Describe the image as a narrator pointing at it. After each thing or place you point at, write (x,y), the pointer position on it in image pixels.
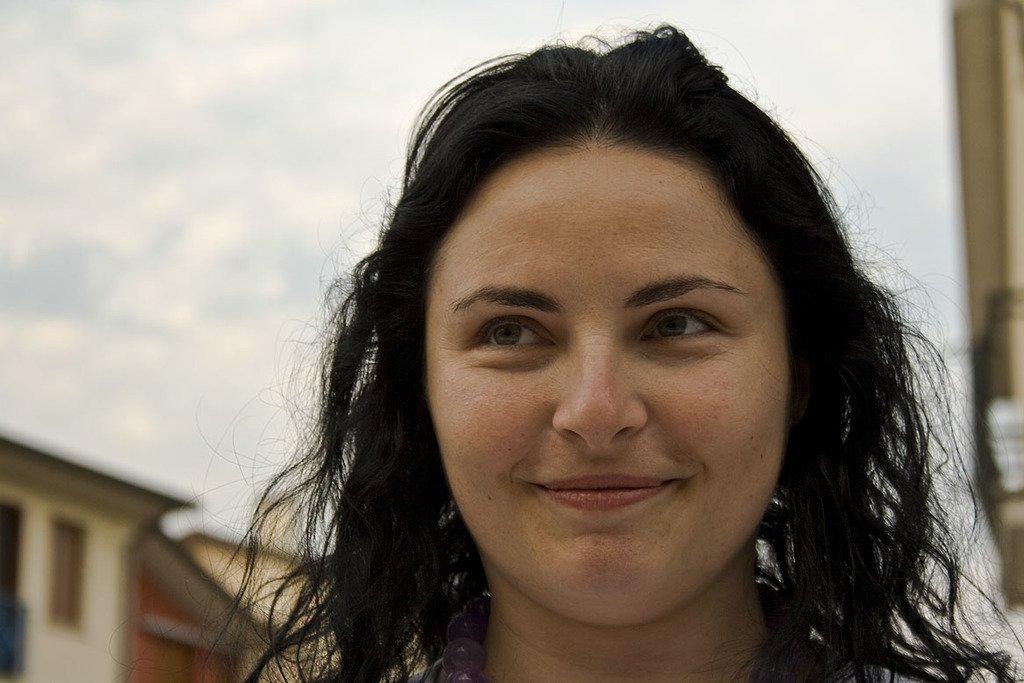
Front this woman (624,482) is smiling. Background (24,494) it is blur. We can see house (62,550) with window (81,534). Sky (174,236) is cloudy.
